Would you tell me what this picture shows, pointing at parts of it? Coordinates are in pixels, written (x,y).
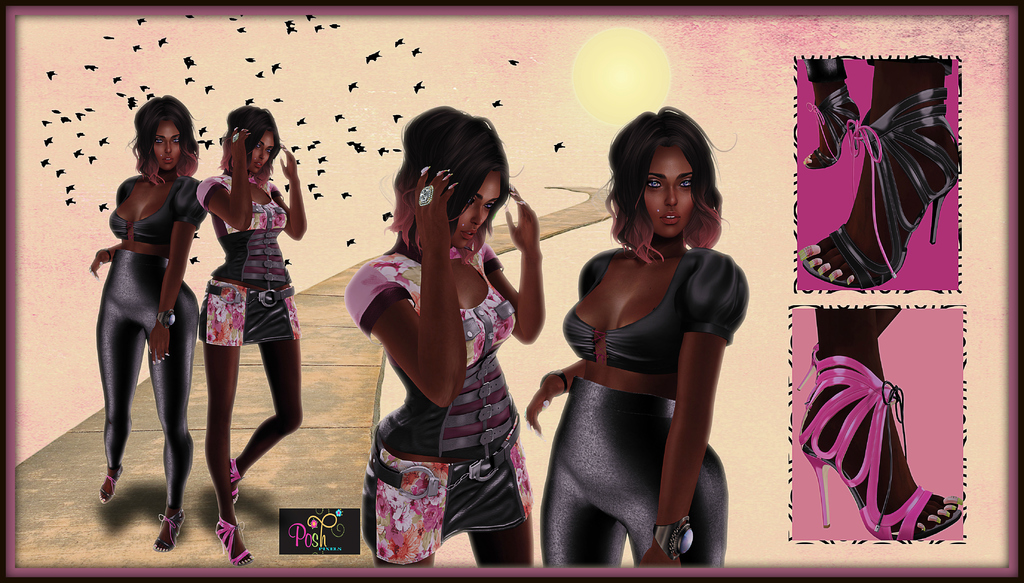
In this image we can see there is a painting (473,338) of two girls (274,434) on the left (173,536) and middle and on the right (869,398) there is a footwear (859,409) of girls (868,415).
